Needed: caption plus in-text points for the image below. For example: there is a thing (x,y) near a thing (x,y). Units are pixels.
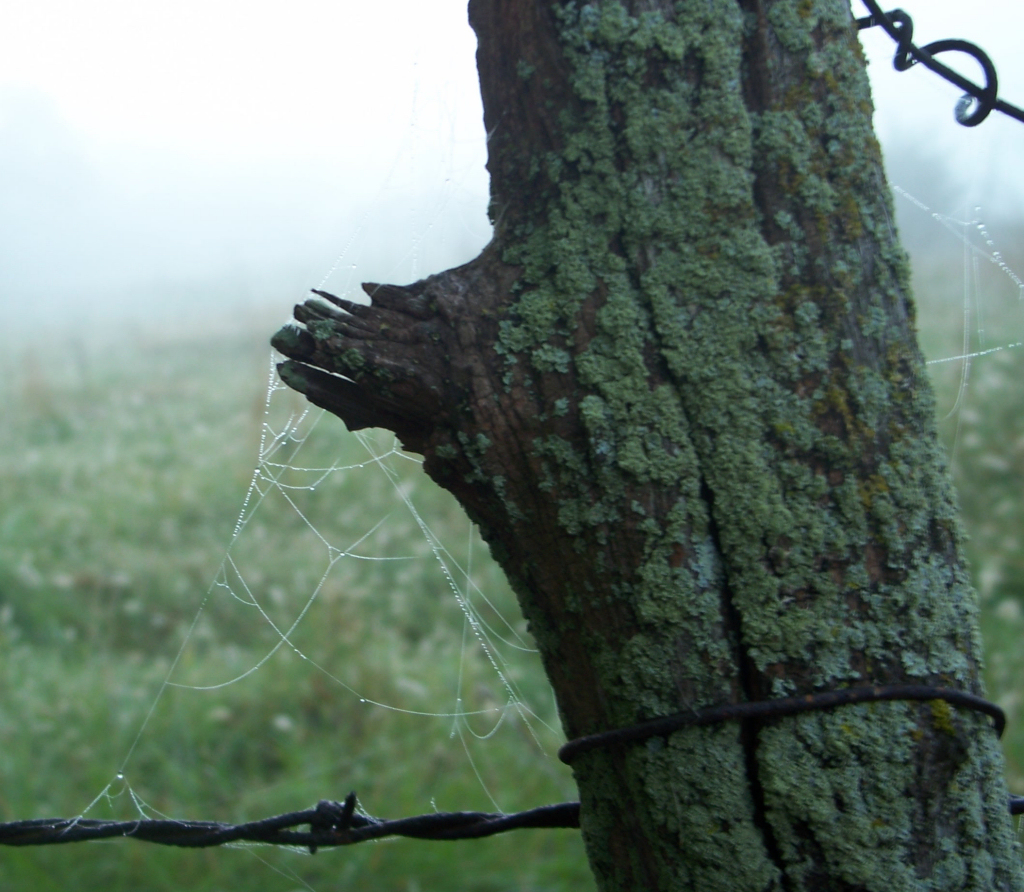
Here we can see a trunk (667,428) and there is a blur background (182,745) with greenery (130,562) and sky (243,158).
